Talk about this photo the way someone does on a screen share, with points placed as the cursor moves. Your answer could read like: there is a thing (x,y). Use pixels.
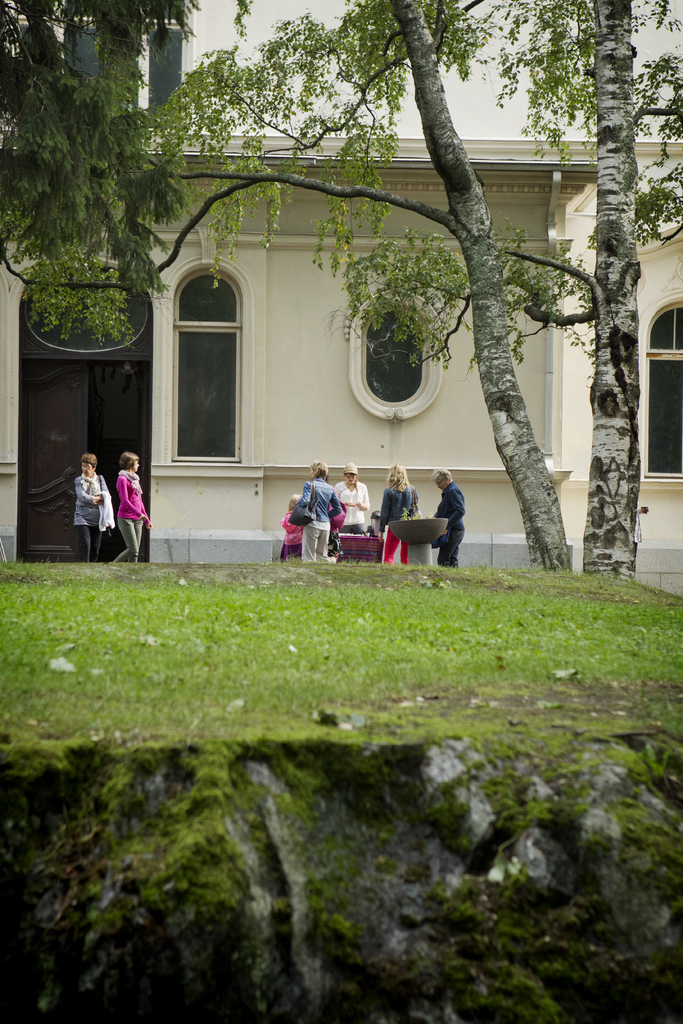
This image is taken outdoors. At the bottom of the image (385,898) there is a rock (287,867). In the middle of the image (298,639) there is a ground (202,664) with grass (194,699) on it. There is a building (464,398) with walls (455,398), windows (235,369), a door (150,336) and a roof (512,169) and there are a few trees (277,86). A few people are standing on the ground (339,576) and two women (140,515) are walking.
